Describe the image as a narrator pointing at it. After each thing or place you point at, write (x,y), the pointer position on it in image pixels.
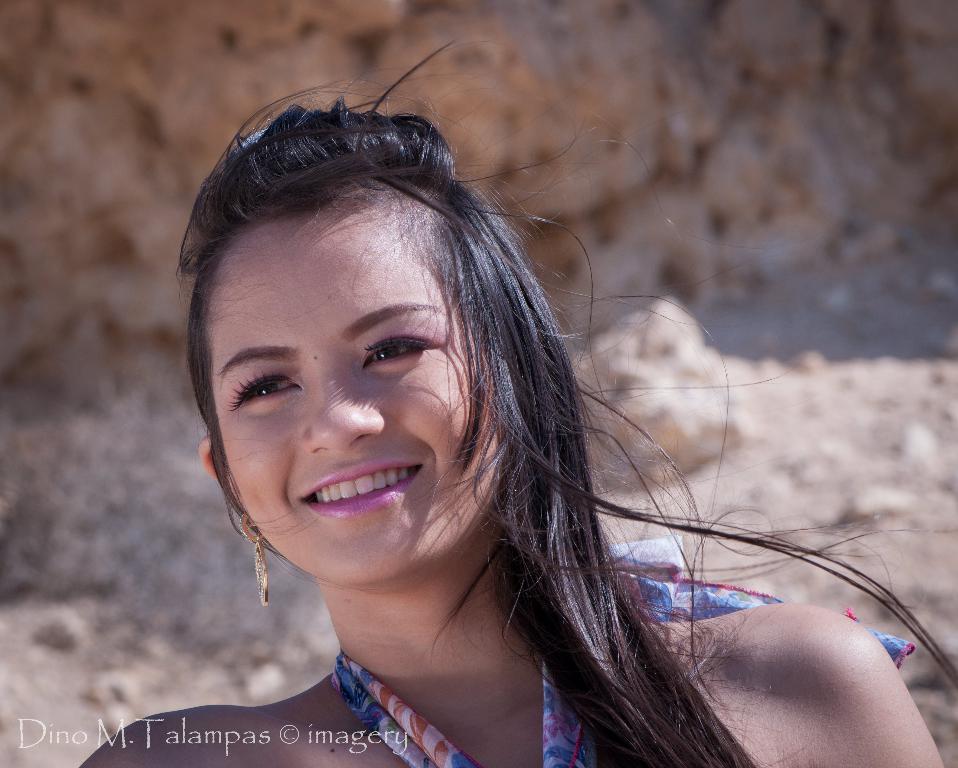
In this image in the front (353,464) there is a woman (401,493) smiling and in the background (268,86) there are rocks (613,246). In the front (106,729) on the bottom left of the image (177,738) there is some text (235,734).
